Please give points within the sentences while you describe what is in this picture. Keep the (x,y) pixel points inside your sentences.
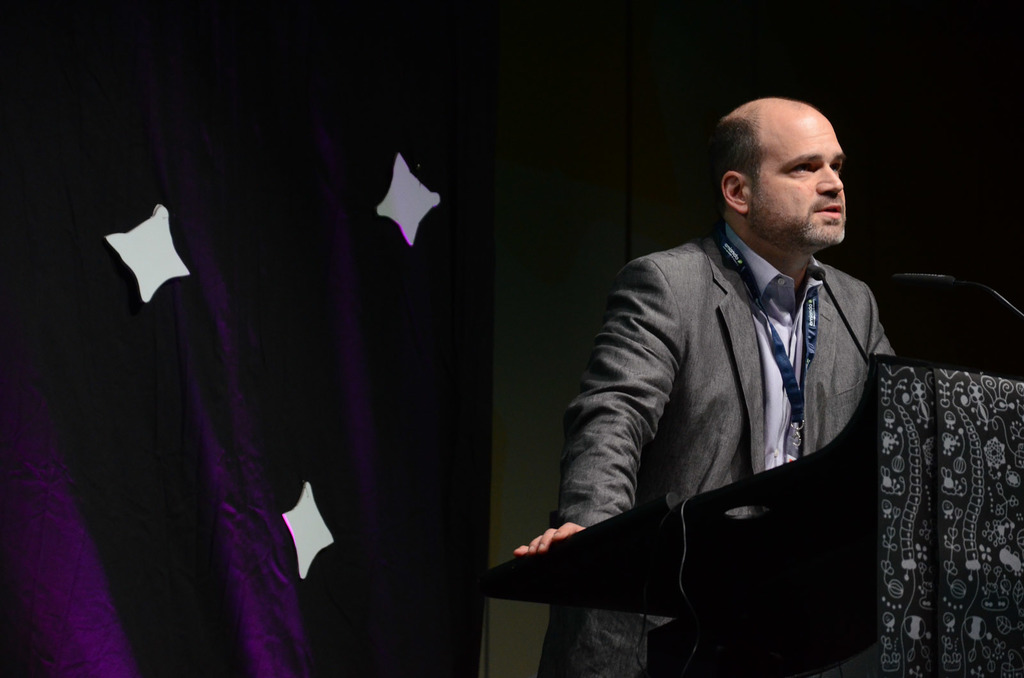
In this picture there is a person (764,300) wearing suit (742,366) is standing and speaking in front of a mic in the right corner (816,310) and there is a violet color cloth (279,391) behind him.
